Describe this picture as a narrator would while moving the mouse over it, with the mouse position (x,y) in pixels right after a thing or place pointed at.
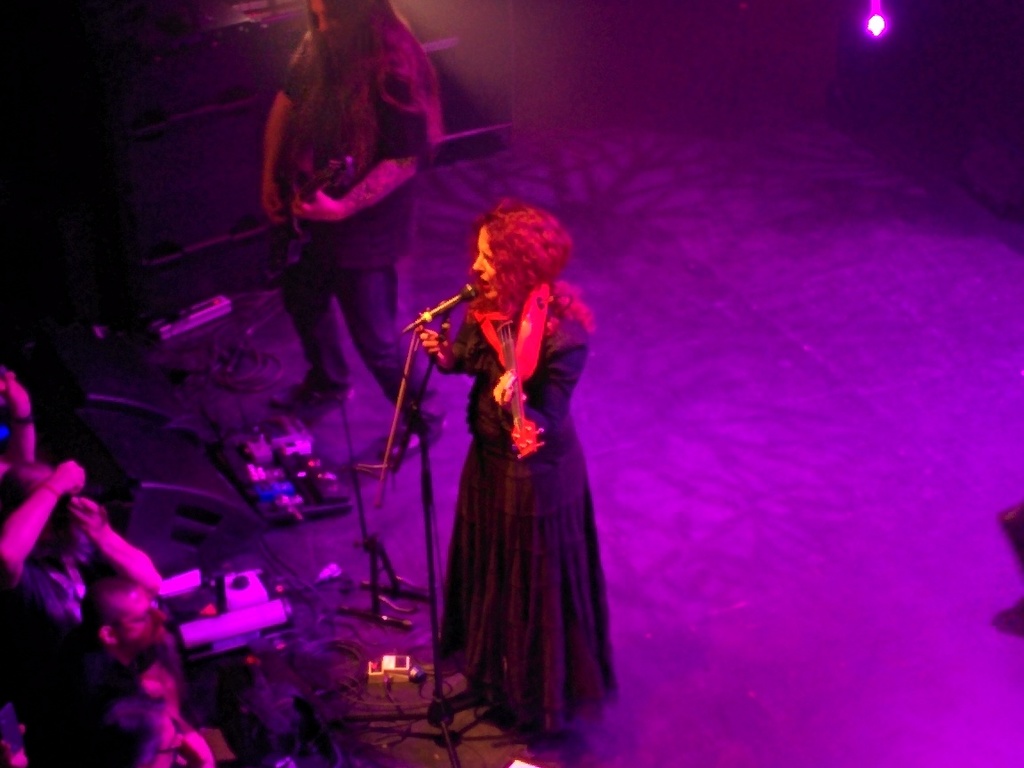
In this image we can see a woman (561,438) standing on the stage (205,341) and she is singing on a microphone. Here we can see a person (401,158) standing on the stage (275,291) and he is playing a guitar (330,157). Here we can see the speakers (186,416). Here we can see few persons (16,580) on the bottom left side (132,625).
